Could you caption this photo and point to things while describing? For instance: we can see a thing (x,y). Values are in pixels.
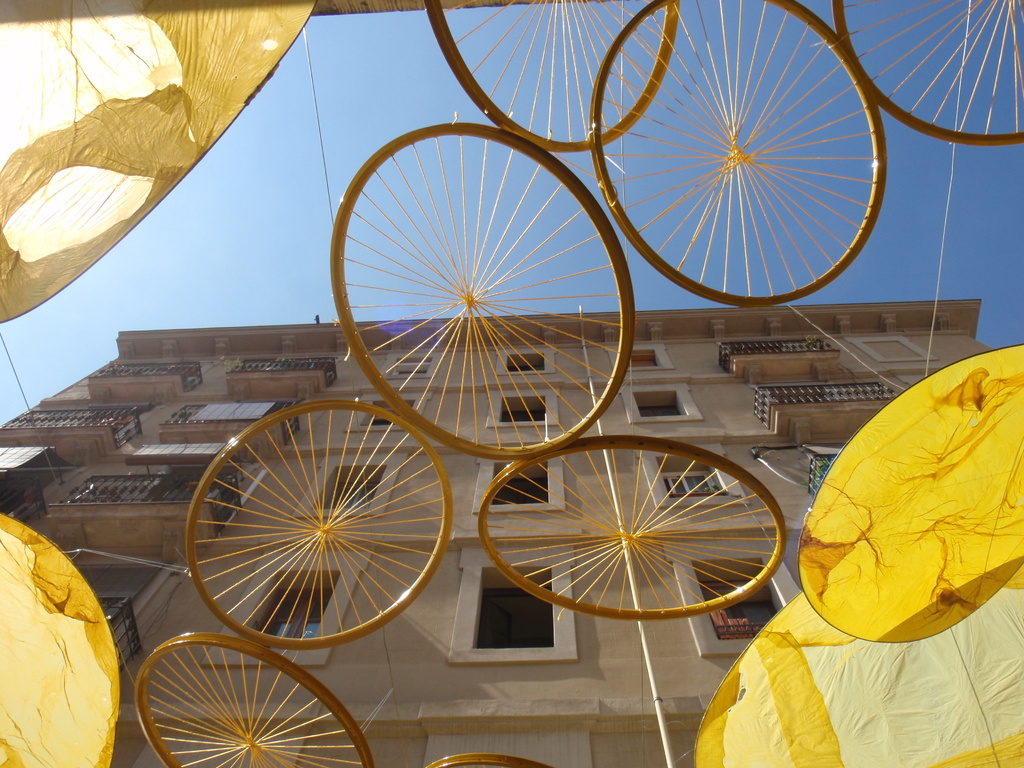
In this image there is the sky (503,158) truncated towards the top of the image (979,163), there is a building (555,487) truncated towards the bottom of the image (460,613), there are objects (978,650) truncated towards the right of the image (950,674), there are objects (808,712) truncated towards the bottom of the image (90,663), there are objects (60,139) truncated towards the left of the image (30,152), there are objects (545,6) truncated towards the top of the image (236,13), there is a wire (29,414) truncated towards the left of the image (15,376).
